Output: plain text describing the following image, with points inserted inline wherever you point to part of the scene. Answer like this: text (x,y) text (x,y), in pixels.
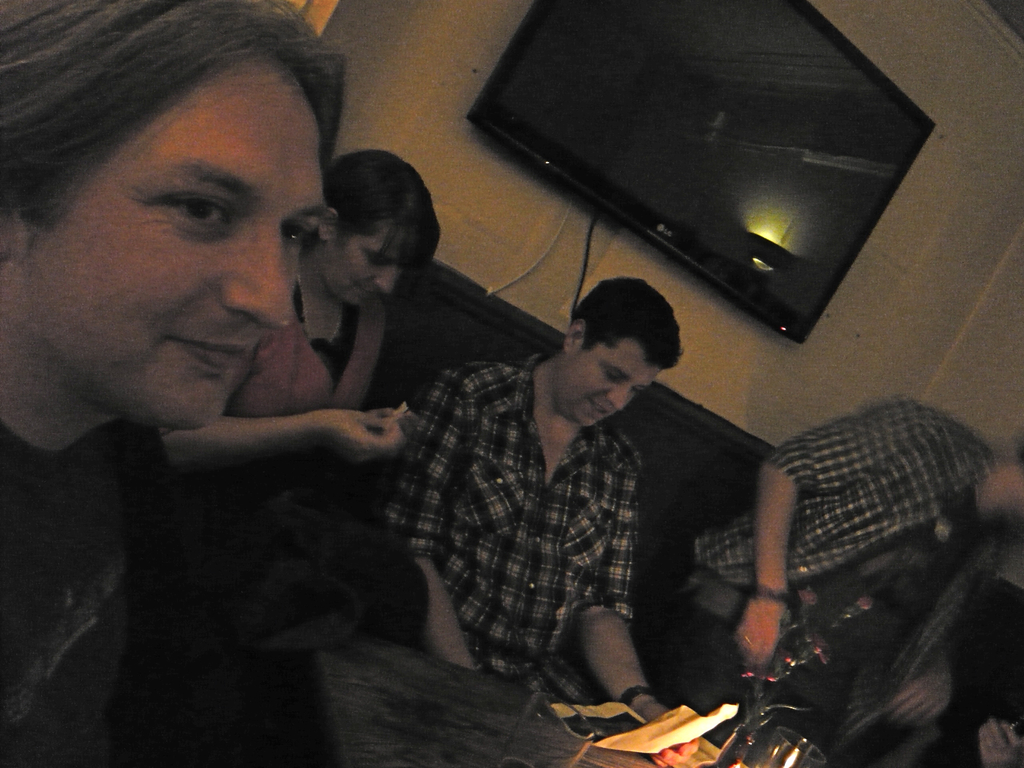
In this picture there is a man (555,480) who is sitting beside a woman (352,350) and both of them are sitting on the chair (408,348). On the left (149,280) there is a man (149,280) who is smiling. On the table (520,753) I can see the glasses (770,765) and papers (681,719). On the right (878,441) there is a man (885,460) who is standing near to the television (823,247).
